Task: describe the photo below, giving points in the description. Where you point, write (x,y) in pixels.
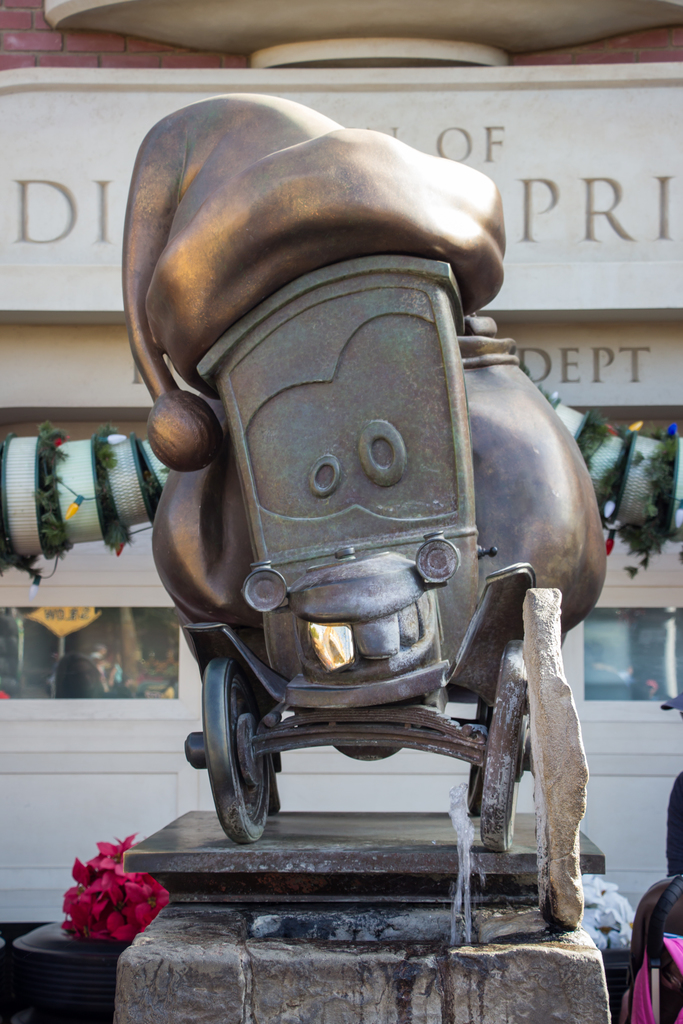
In the center of the image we can see one stone (461,923). On the stone (486,933), we can see one statue (486,379), water (469,925), flowers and a few other objects (359,857). In the background (92,391) there is a wall (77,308), banners (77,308), garland (588,444) and a few other objects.
